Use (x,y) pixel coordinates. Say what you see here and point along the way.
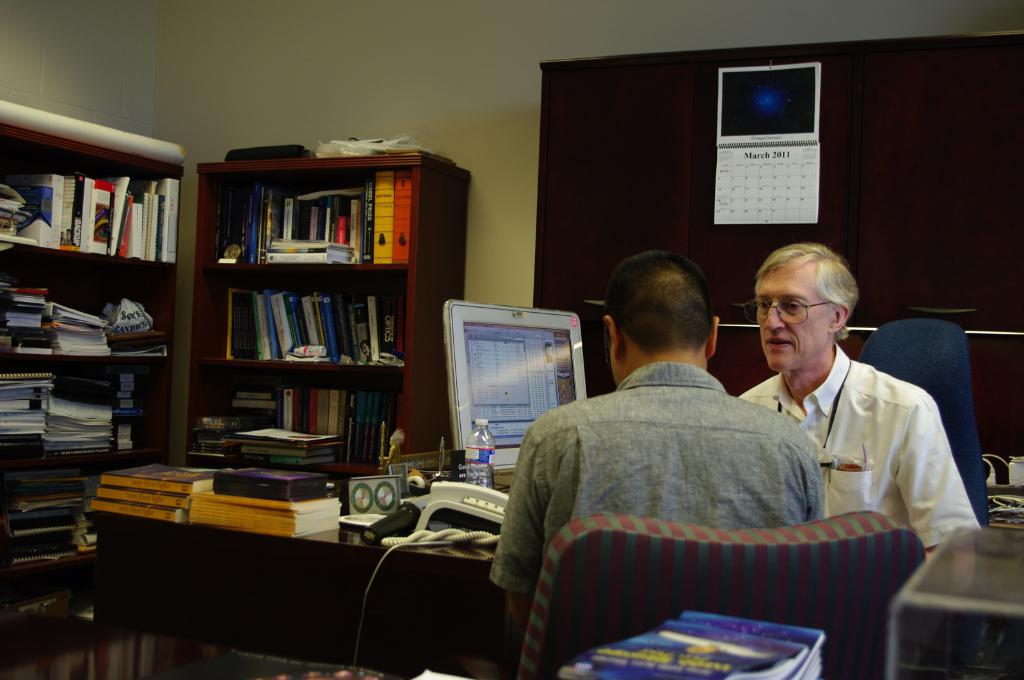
In the image we can see there are two people (778,420) who are sitting on chair (702,549) and in front of them there is a table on which there is a monitor (486,354), telephone (467,492), water bottle (488,442) and there is a book shelf (203,232).
